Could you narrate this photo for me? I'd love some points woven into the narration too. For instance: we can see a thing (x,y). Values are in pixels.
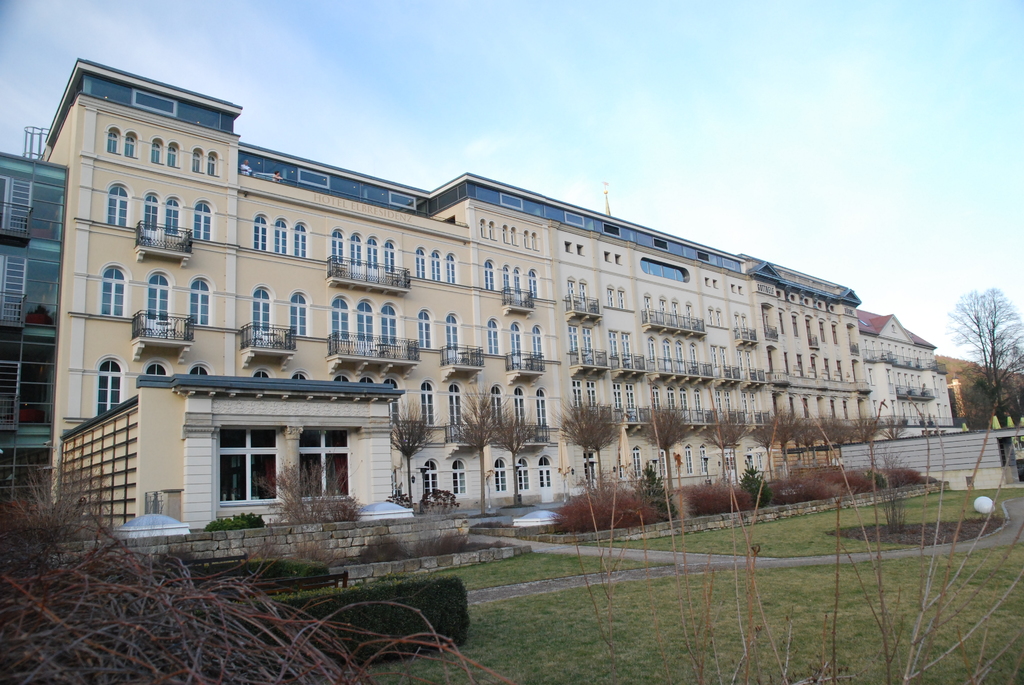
This image consists of buildings (222,354) along with windows (57,289). At the bottom (719,621), there is green grass (506,667) on the ground (686,607). On the left (158,638). we can see dry grass (105,618). On the right (970,371), there are trees (970,388). At the top (587,79), there is sky (610,118).
